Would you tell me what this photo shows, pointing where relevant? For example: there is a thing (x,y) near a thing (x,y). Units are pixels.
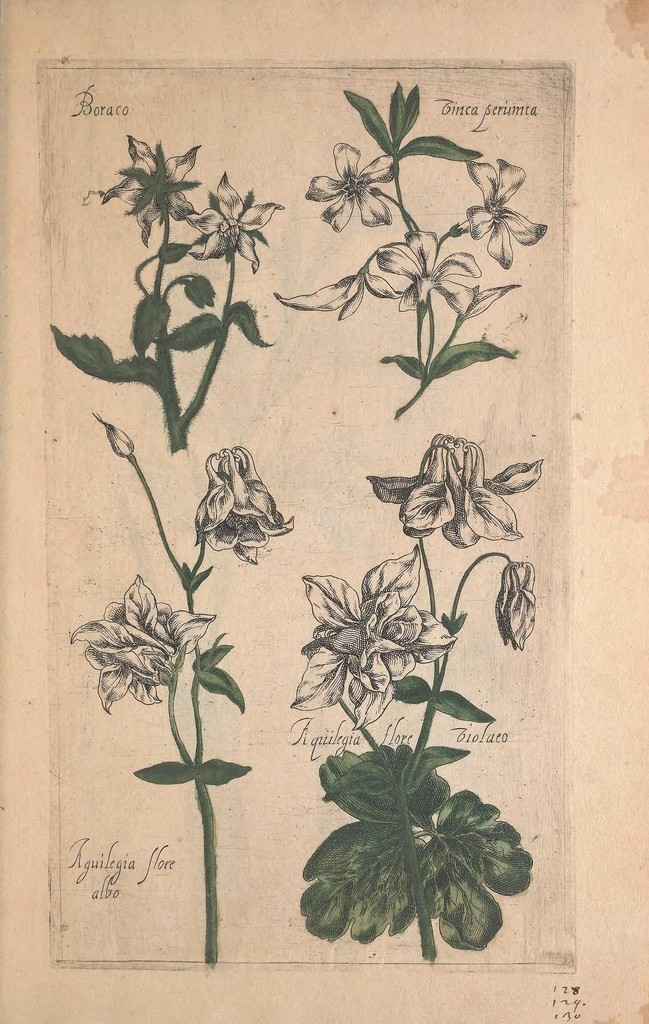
This picture might be a painting on the paper (444,719). In this picture, we can see some plants (468,881), leaves (417,801) and flowers (375,632).
